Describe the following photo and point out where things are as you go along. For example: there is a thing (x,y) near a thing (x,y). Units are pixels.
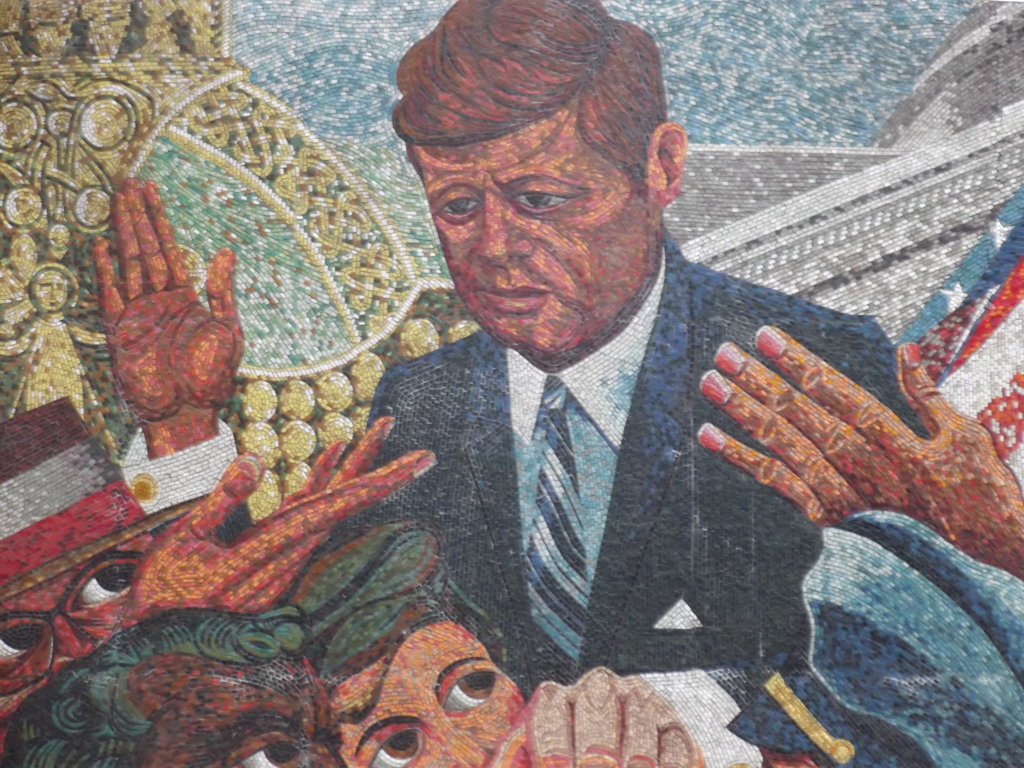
In this image we can see a beautiful art (525,538).
